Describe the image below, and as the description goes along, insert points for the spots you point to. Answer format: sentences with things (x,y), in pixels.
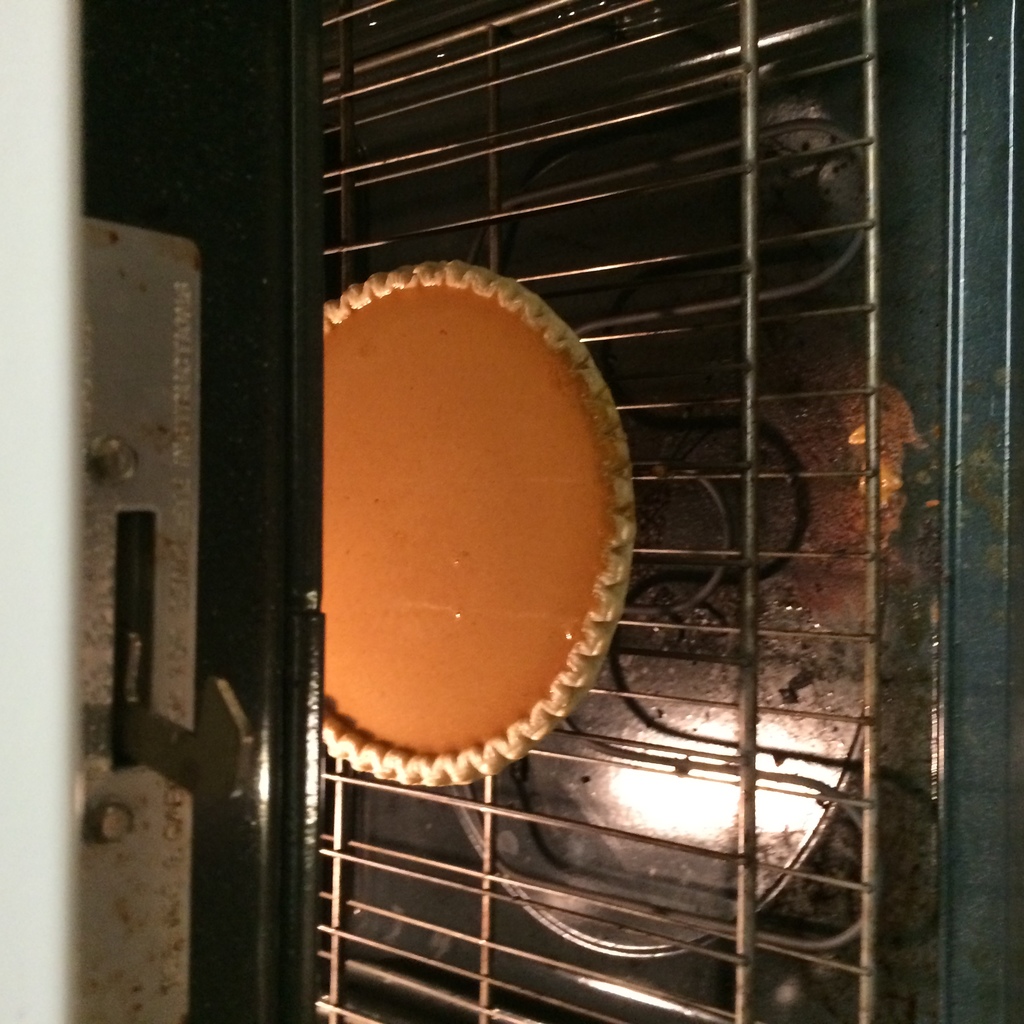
In the center of the image (411,435) we can see baking pan (607,451) in oven (362,141) and also we can see grills (631,191).
